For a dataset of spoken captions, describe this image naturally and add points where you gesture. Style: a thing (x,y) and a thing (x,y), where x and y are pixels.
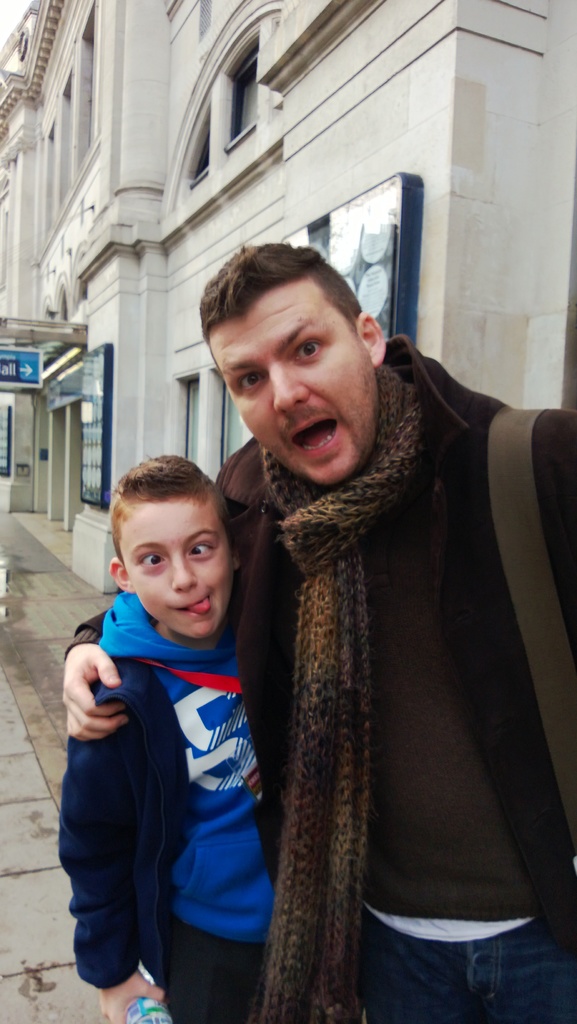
In the image we can see there are two people (344,743) standing on the footpath (0,789) and they are wearing jackets (274,764). Behind there is a building (169,179).
